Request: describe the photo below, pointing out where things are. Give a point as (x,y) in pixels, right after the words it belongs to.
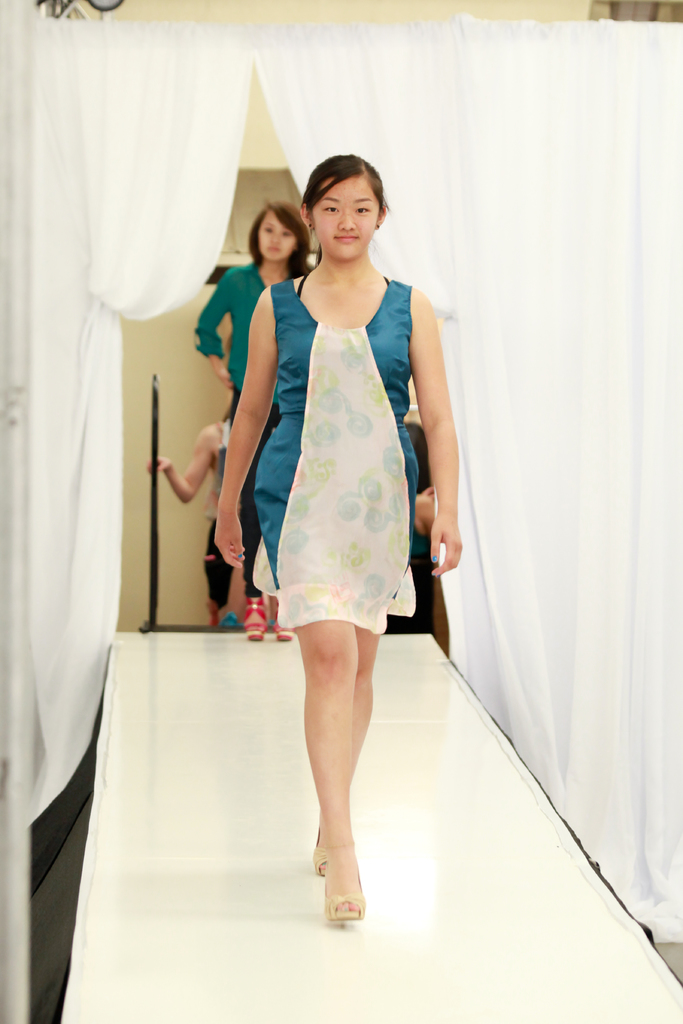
In the center of the image (337,492), we can see a lady (288,531) walking on the ramp (377,784) and in the background (195,485), there are some other people (219,362) and we can see a rod (152,452), a curtain (100,147), some stands (152,452) and there is a wall (353,13).
